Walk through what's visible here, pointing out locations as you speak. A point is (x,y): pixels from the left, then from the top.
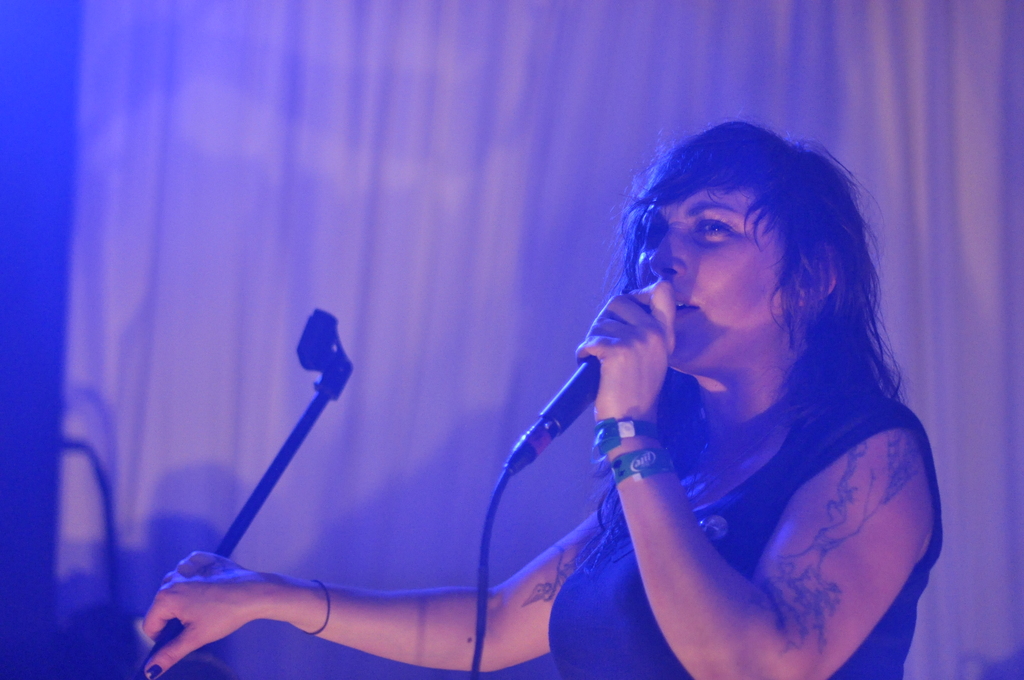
The image consists of a lady (752,420) singing on mic (581,380), she had tattoo (549,586) on her hands (767,633).
